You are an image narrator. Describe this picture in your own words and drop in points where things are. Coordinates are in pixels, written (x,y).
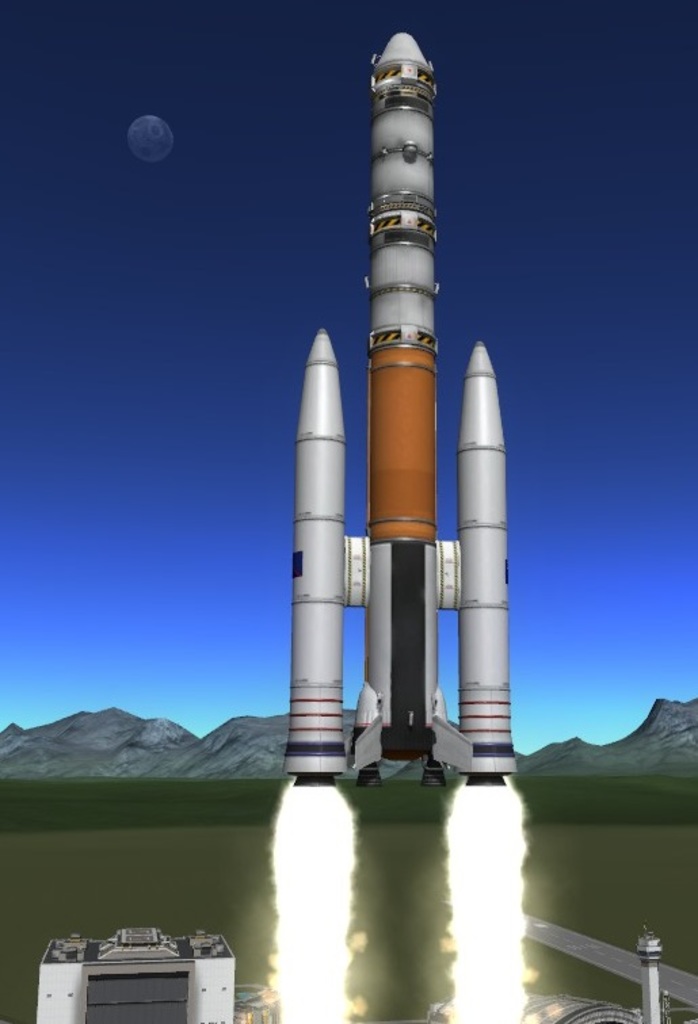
In this picture I can see there is a rocket (313,783) and there is fire (331,827) beneath the rocket (298,770) and there are mountains (184,772) in the backdrop (249,768). The sky (282,178) is clear and the moon (158,120) is visible in the sky (171,164).
